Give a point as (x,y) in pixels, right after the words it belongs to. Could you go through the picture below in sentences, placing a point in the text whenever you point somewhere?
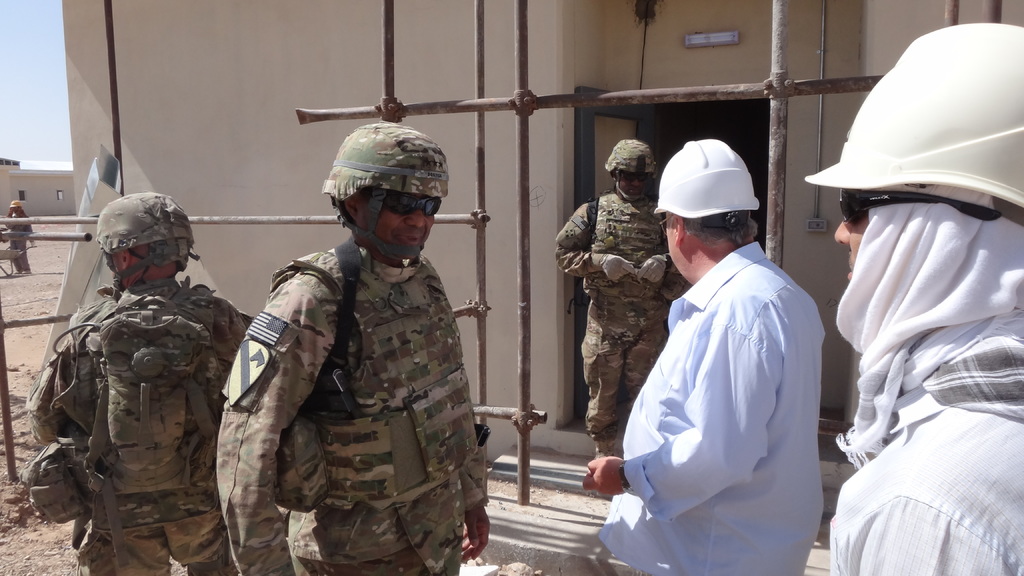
In this image there are a few men (413,422) standing. Behind them there is a wall (407,50) of a house (582,48). They are wearing helmets (413,174) and sunglasses (415,205). In the top left (9,91) there is the sky (16,104).
